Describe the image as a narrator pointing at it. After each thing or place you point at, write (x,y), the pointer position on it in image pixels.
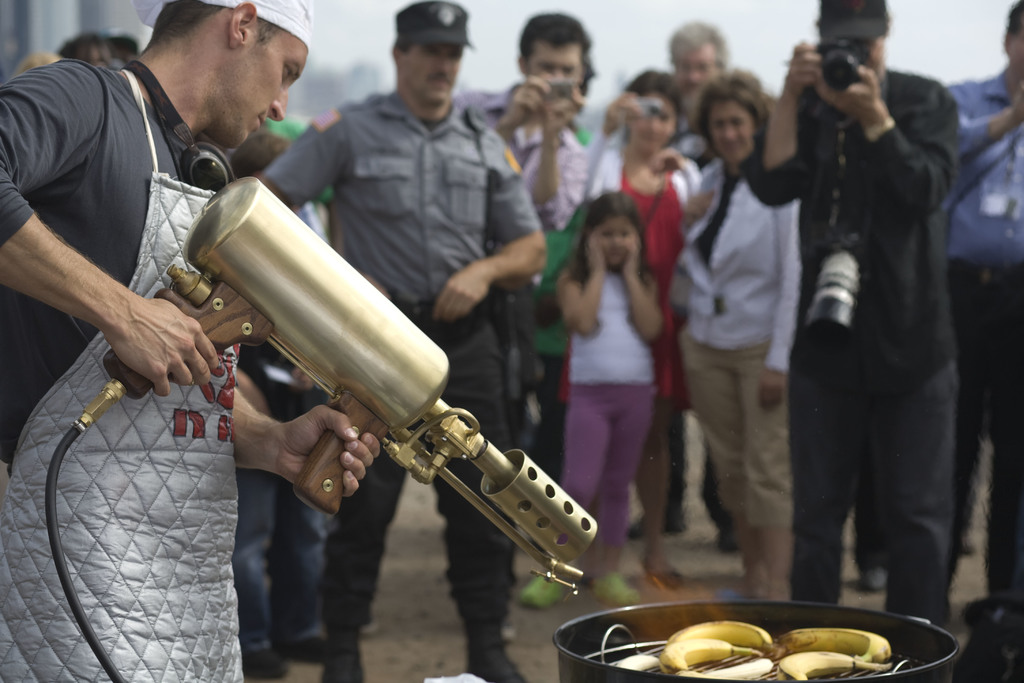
In this image I can see one person (15,105) is holding a machine (394,387). I can see the grill stove (725,662) and few bananas (785,661) on it. Back I can see few people (792,152) are standing and few people (798,142) are holding cameras (827,54).
